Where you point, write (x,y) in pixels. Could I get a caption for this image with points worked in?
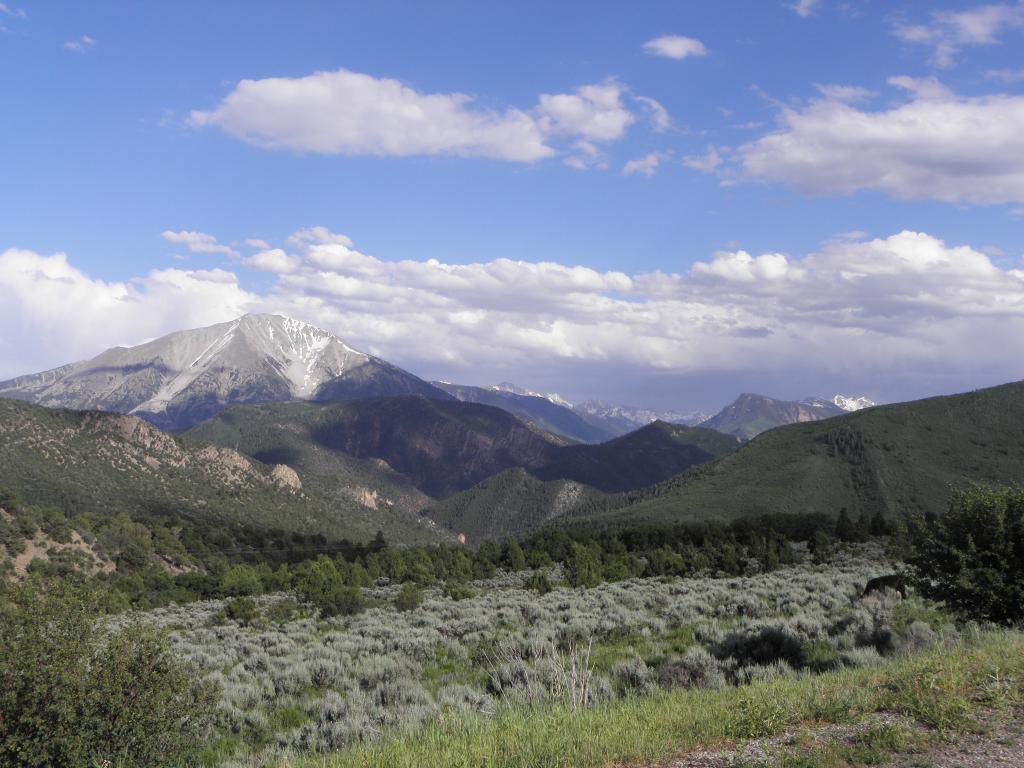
In this image we can see trees (223,536) and plants (458,661). In the back (354,483) there are hills (380,461). In the background (326,387) there are mountains (341,372) and there is sky (383,217) with clouds (609,136).
